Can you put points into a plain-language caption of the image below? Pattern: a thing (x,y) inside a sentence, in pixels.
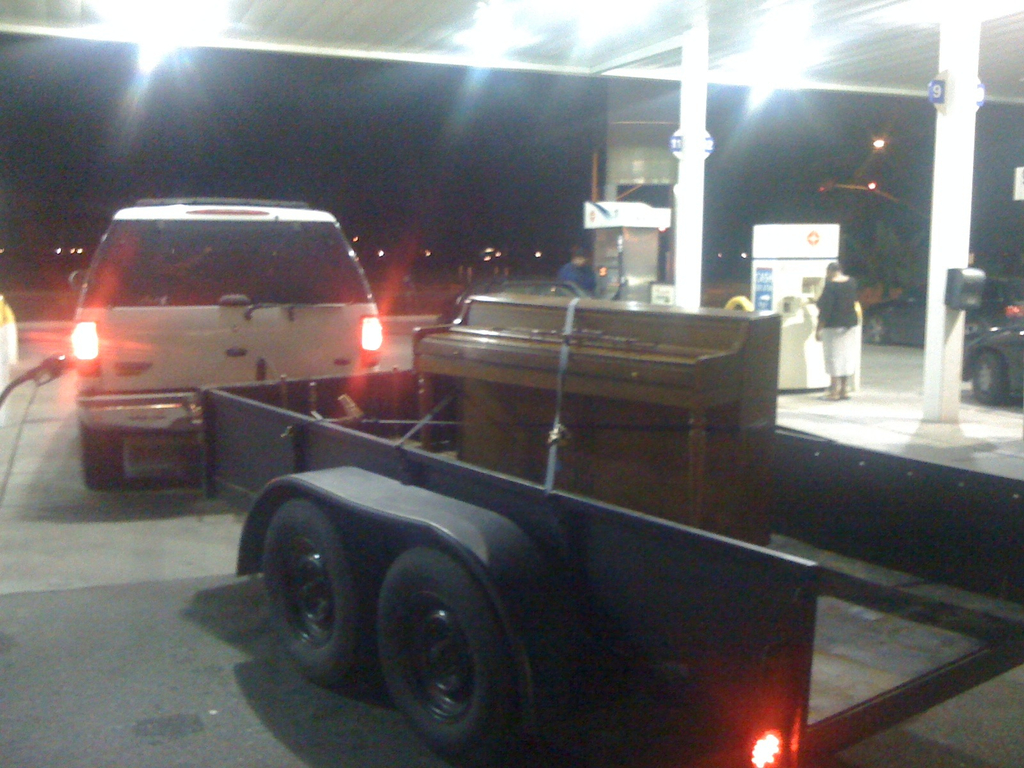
In the middle of the image (347,276) there is a vehicle (145,305) in the petrol pump (602,214). Top right side of the image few people (860,327) are standing. Top of the image (771,12) there is roof (1013,45) and lights (95,5).
